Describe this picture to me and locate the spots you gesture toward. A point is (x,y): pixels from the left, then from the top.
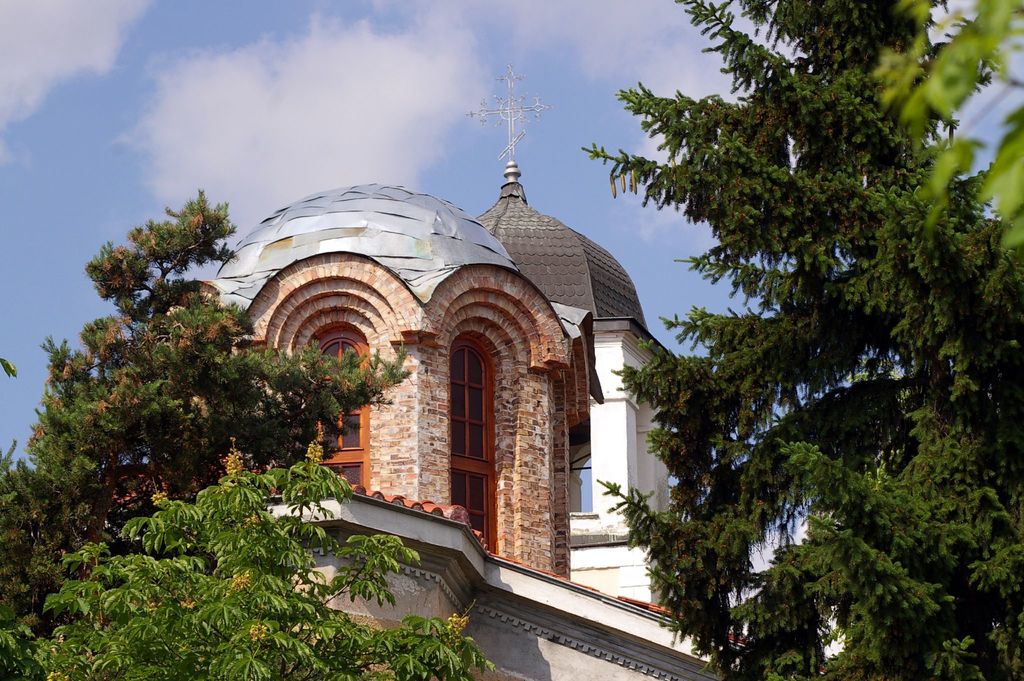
Here in this picture we can see a church building (513,349) present with windows (479,374) on it and Christianity symbol (544,110) at the top of it over there and we can see trees (338,385) present on either side of it and we can see clouds (382,140) in the sky (391,114) over there.
